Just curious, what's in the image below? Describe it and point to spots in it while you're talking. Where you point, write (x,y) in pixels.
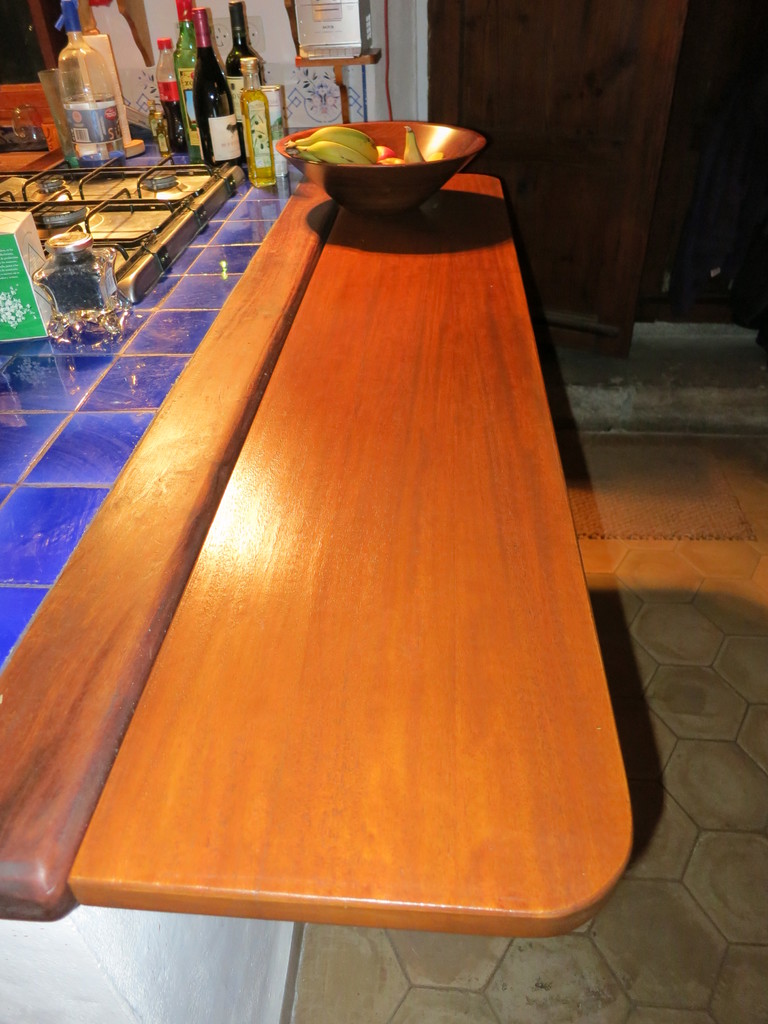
This picture shows a wooden countertop (330,266) and we see a gas stove (217,197), few wine bottles (228,82) and a bowl (435,132) with some fruits (359,137).
